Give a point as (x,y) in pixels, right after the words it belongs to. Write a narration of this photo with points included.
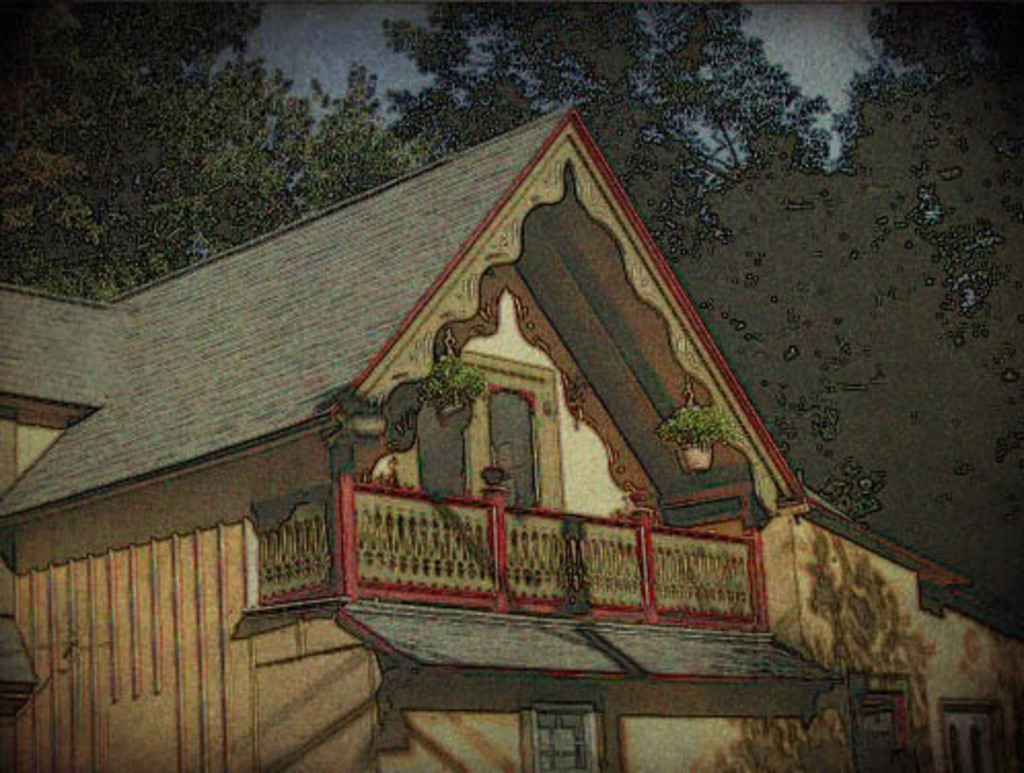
This is an edited image in which there is a house (381,509) in the center (423,489) and in the background (972,265) there are trees (900,270).
